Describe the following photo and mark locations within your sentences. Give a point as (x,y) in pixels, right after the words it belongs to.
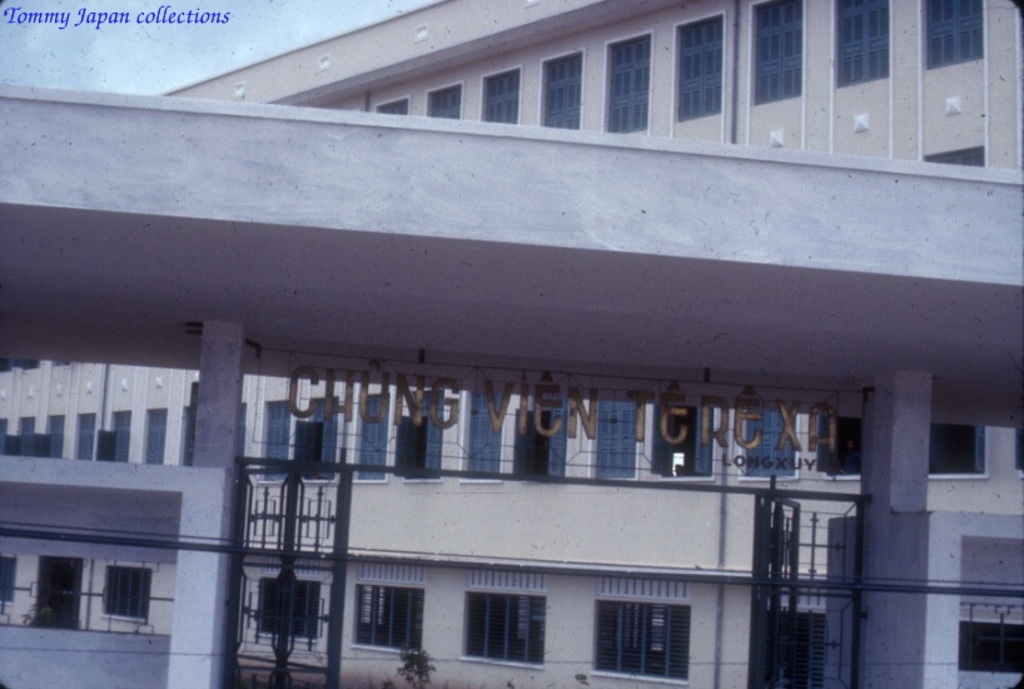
At the bottom of this image (908,566) there are two gates (279,586) attached to the two pillars (875,462). In the background (596,72), I can see a building (107,431) along with the windows (505,89). At the top of the image (271,30) I can see the sky (263,31). In the top left (88,12) there is some edited text (86,23).
